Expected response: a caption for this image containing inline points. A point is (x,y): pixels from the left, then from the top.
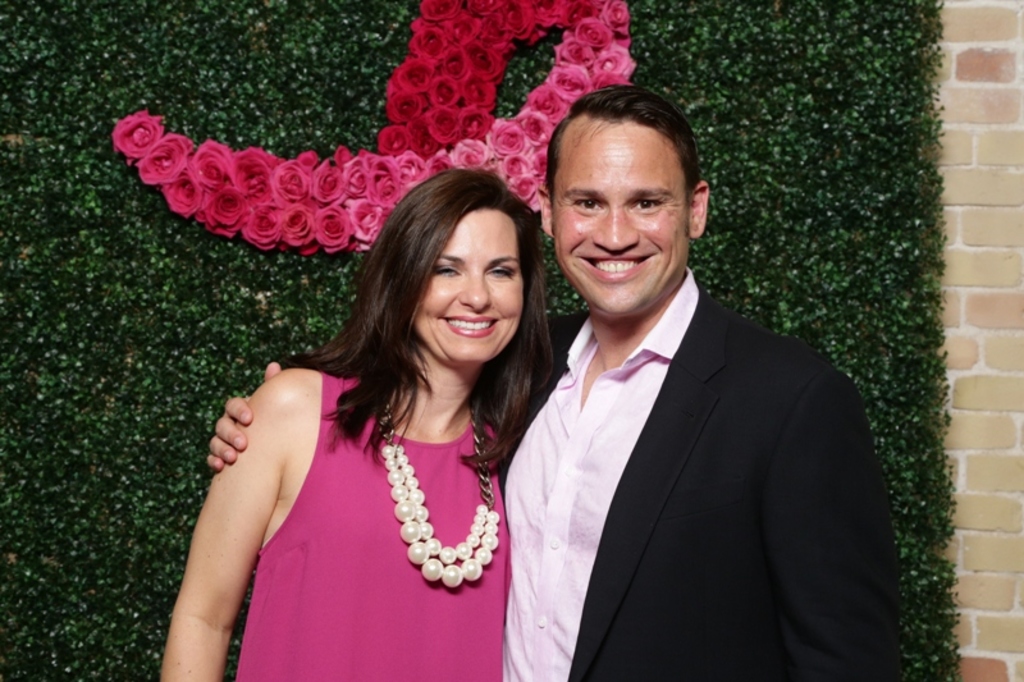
This picture shows a man (603,271) and a woman (212,650) standing and we see smile on their faces (446,341). Men (688,368) wore black coat (778,407) and women (442,461) wore a ornament (402,519) and pink color dress (304,534) and we see red roses (359,152) and grass (348,65) on the back (76,216) and a brick wall (950,18) on the side.
